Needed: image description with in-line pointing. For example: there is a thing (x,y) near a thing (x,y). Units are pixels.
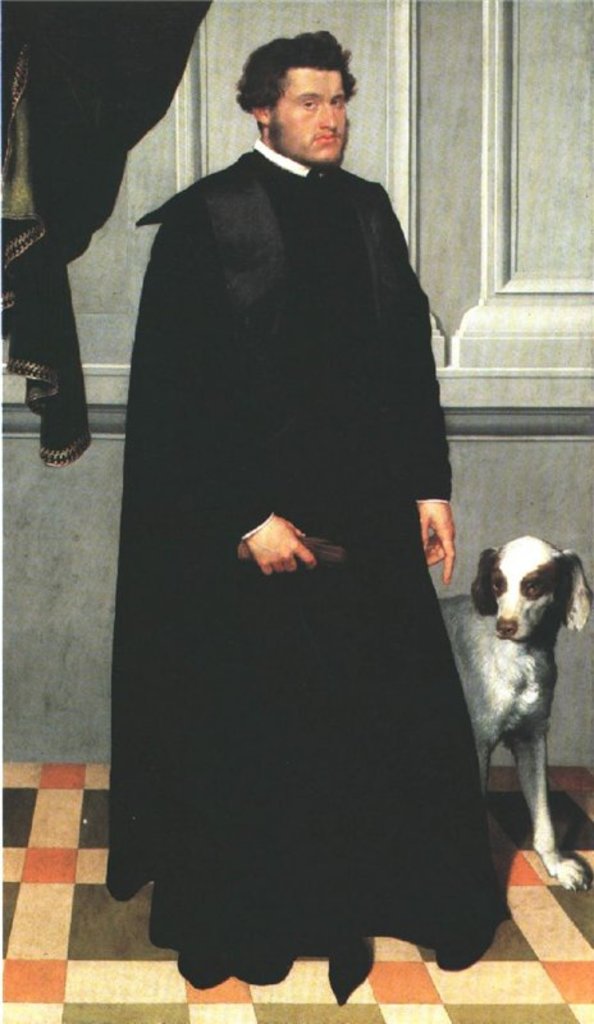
In this picture there is a black curtain (152,8) in the left corner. There is a person (321,191) with a black dress (131,447) and a dog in the foreground (341,194). There is tiled floor (40,853) at the bottom (95,854). And the wall (569,507) is at the background (13,539).
